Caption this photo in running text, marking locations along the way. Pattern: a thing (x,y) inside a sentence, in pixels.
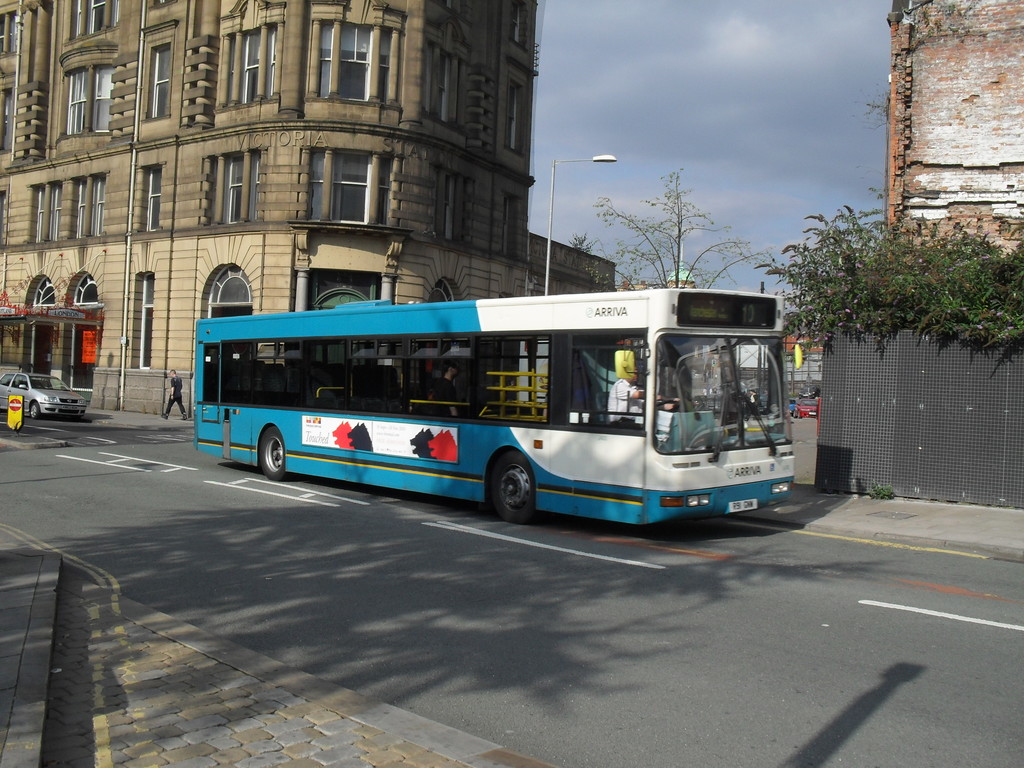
In the picture we can see the road (755,681) and on it we can see the bus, car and a man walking on the path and beside the path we can see the building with windows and opposite to it, we can see a part of the wall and some plants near it and in the background (650,206) we can see the part of the tree (650,254), poles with light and the sky (796,47).
